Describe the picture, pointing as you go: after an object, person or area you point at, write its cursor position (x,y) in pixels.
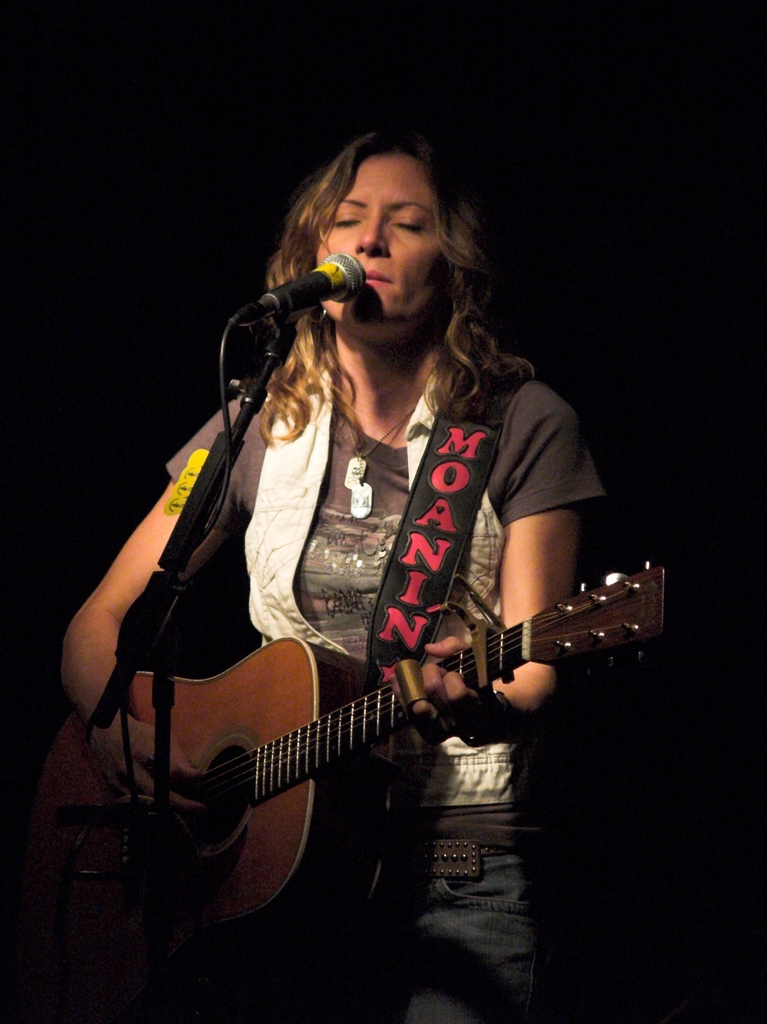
In this picture we can see a woman (304,507) and she is singing and playing guitar (222,799) in front of microphone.
